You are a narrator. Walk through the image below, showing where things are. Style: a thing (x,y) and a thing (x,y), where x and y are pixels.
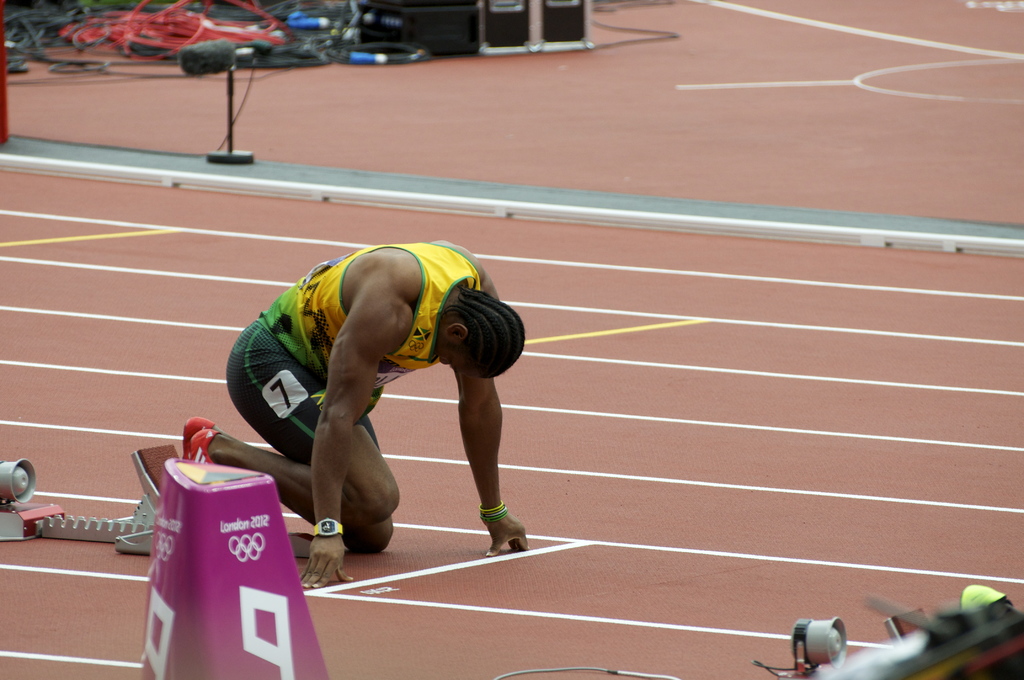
In this picture there is a person (346,418) on track (588,452) and we can see objects (862,673). In the background of the image (367,58) we can see cables (43,35) and devices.
